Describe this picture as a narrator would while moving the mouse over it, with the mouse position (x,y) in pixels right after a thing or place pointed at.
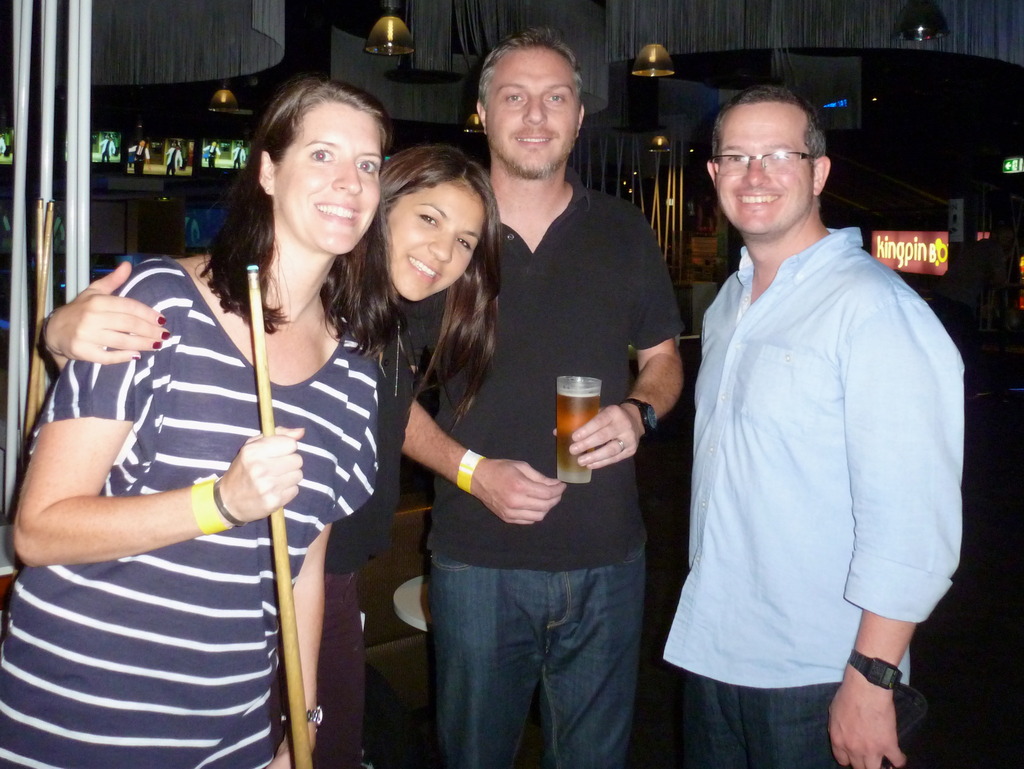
In the center of the image (543,394) we can see a man (585,347) is standing and holding a glass (570,425) which contains beer (572,412). On the right side of the image (850,398) we can see a man (827,470) is standing and wearing spectacles (778,171), dress (834,633), watch (850,659) and holding an object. On the left side of the image (259,496) we can see two ladies (244,403) are standing and smiling and a lady (297,270) is holding a stick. In the background of the image (38,43) we can see the wall (1000,237), screen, lights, boards (903,263), rods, sign board (897,235). At the top (581,68) we can see the roof (307,13). At the bottom of the image (971,743) we can see the floor (401,731).
